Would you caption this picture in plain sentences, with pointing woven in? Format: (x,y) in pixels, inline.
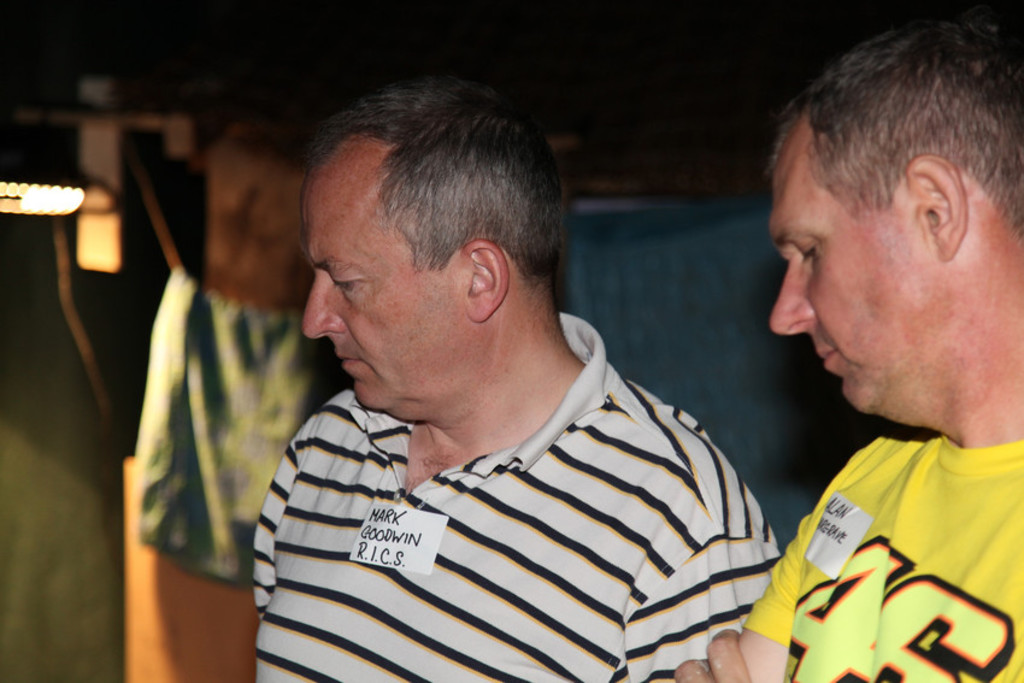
In this image in front (348,552) there are two persons (528,460). Behind them there are few objects (189,477). On the left side of the image (4,174) there is a light (14,187).
